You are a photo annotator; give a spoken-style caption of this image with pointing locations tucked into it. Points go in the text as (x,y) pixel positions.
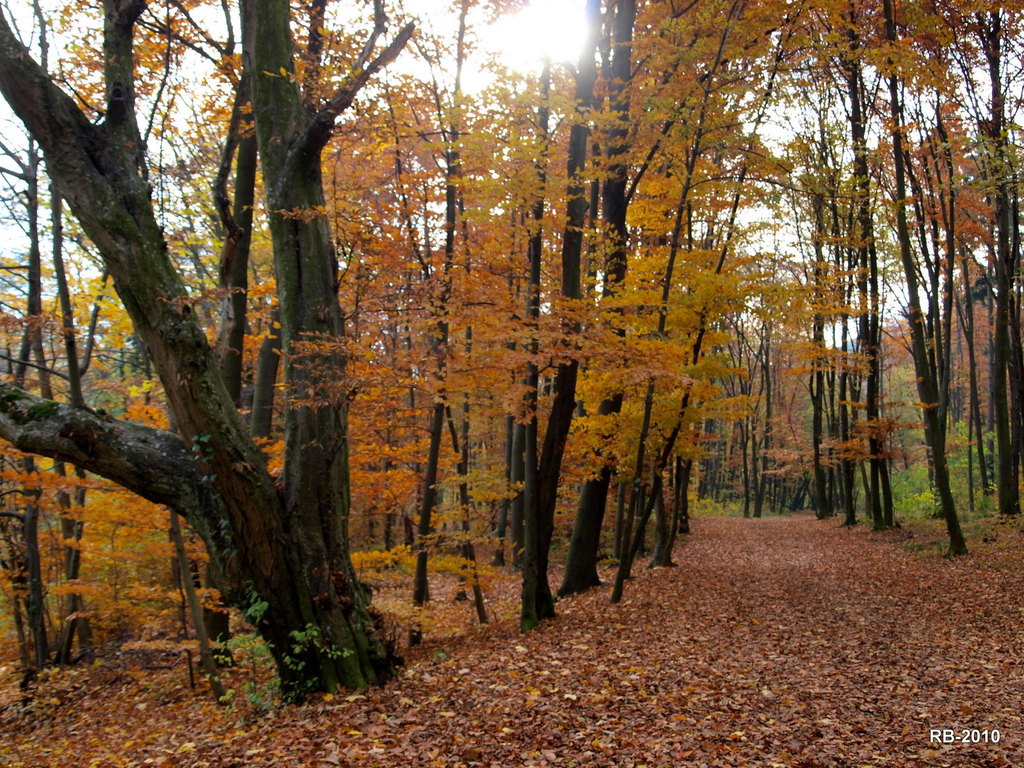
In the foreground of this image (701,658), there are leaves (704,696) on the path (656,675). We can also see trees (499,422), sky (482,59) and the sun (556,45).
